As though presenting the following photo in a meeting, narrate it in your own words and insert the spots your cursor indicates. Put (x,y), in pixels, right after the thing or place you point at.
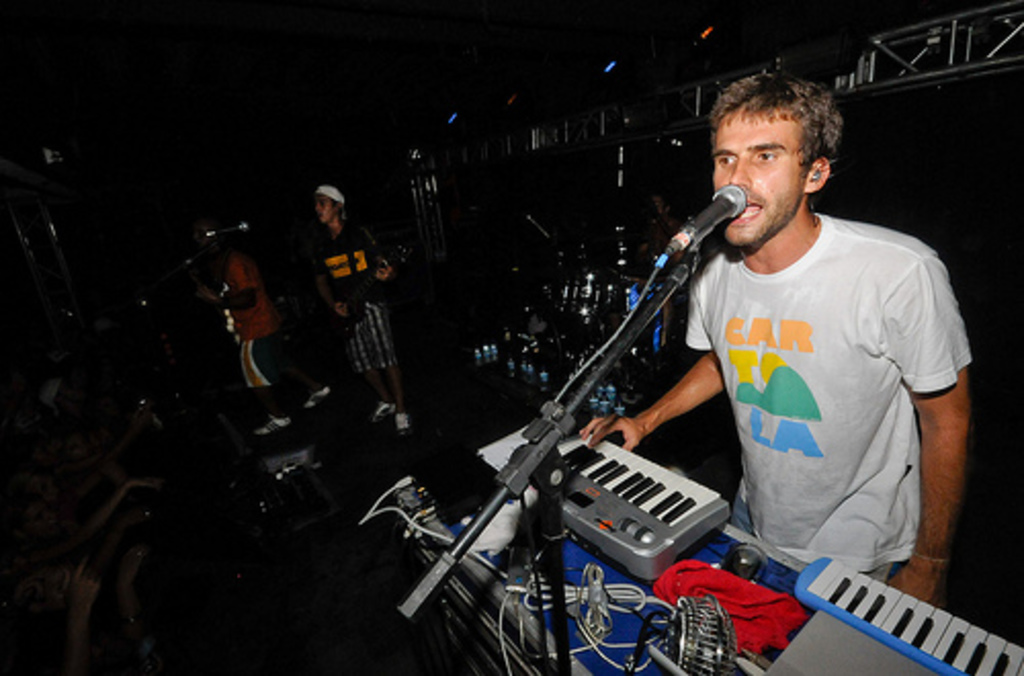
In this image in front (768,519) there is a person (827,309) playing a musical instrument (612,539). Beside him there are two people (252,374) playing a guitar (351,331). In front of them there are mikes (455,560) and other musical instruments (589,533). On the left side of the image (12,509) there are few people (85,574). In the background of the image (598,141) there is a metal fence (892,56).
